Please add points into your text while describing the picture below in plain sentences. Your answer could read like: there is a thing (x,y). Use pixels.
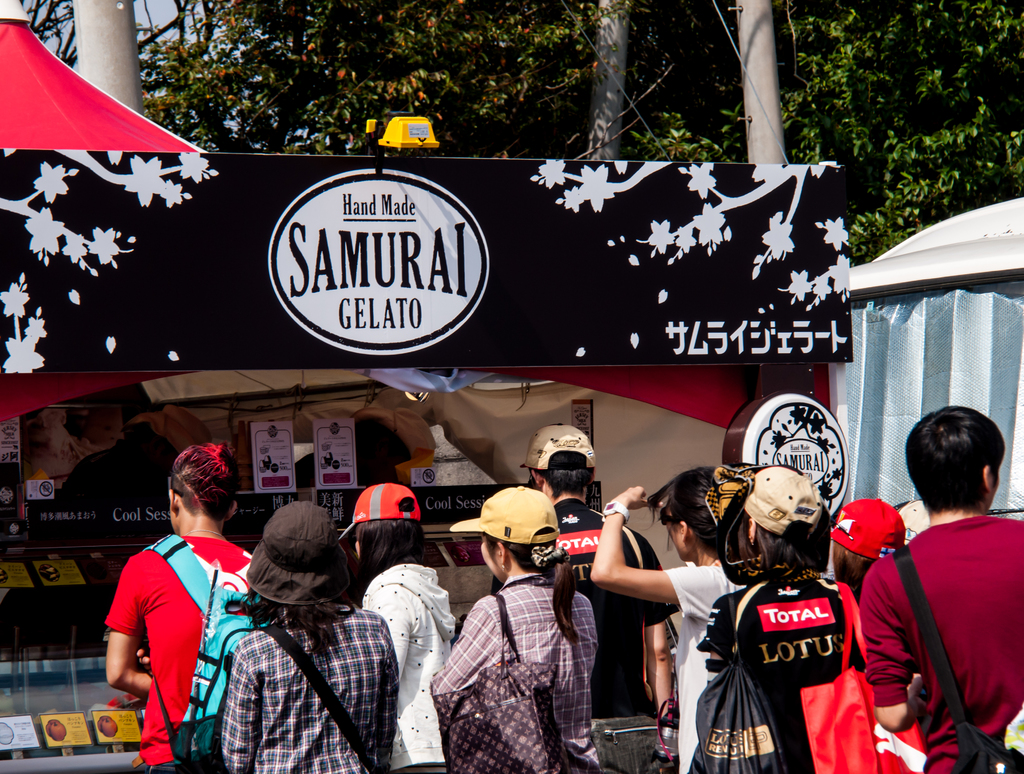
In this image there are people (516,589) standing and there is a stall (75,466). We can see a board (286,366). At the top (68,108) there is a tent (104,125) and we can see trees (676,97).
